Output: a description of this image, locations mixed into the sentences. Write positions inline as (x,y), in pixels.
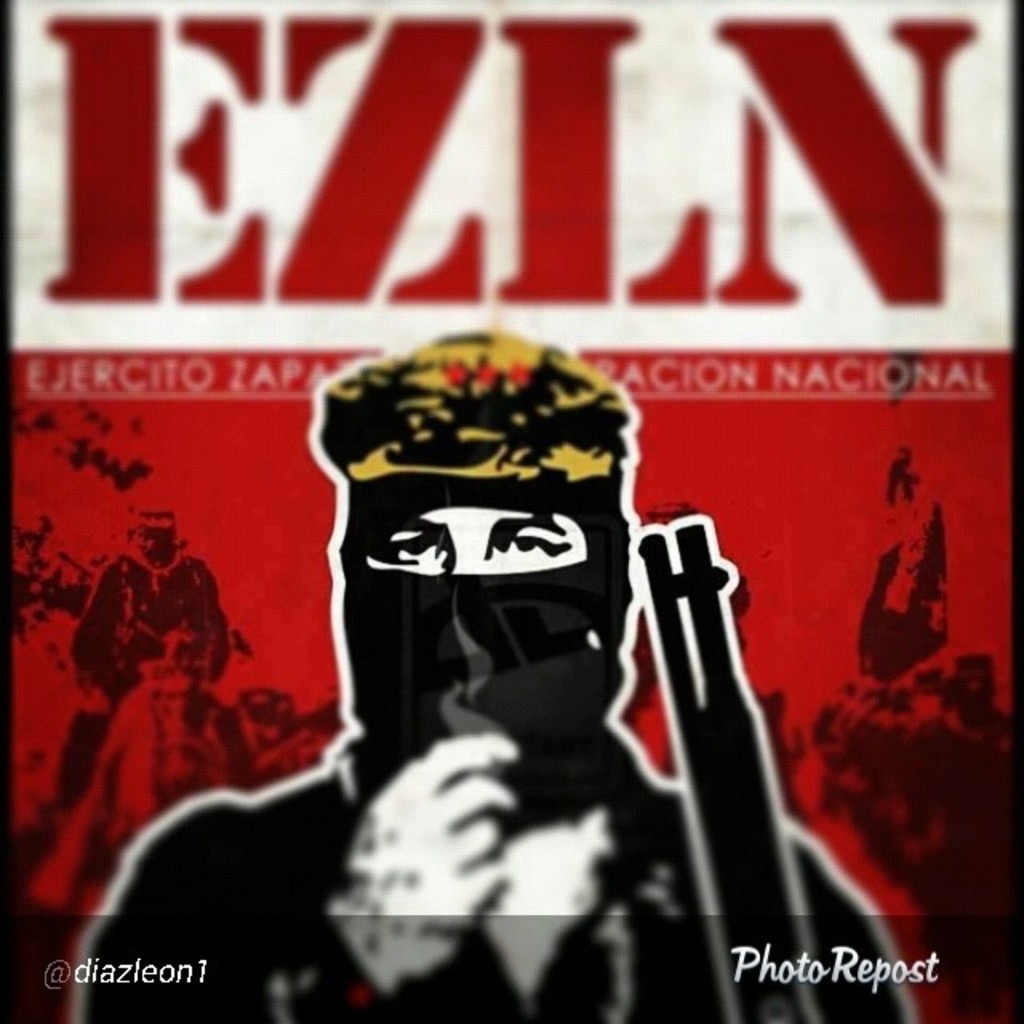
In this image we can see the poster (471,278) with the depiction of a person (499,680) holding the object (742,804). We can also see the text (196,281) and at the bottom (137,975) we can see the text (88,976) on the left (135,958) and on the right (817,975) and the image has borders (1,3) on two sides.
